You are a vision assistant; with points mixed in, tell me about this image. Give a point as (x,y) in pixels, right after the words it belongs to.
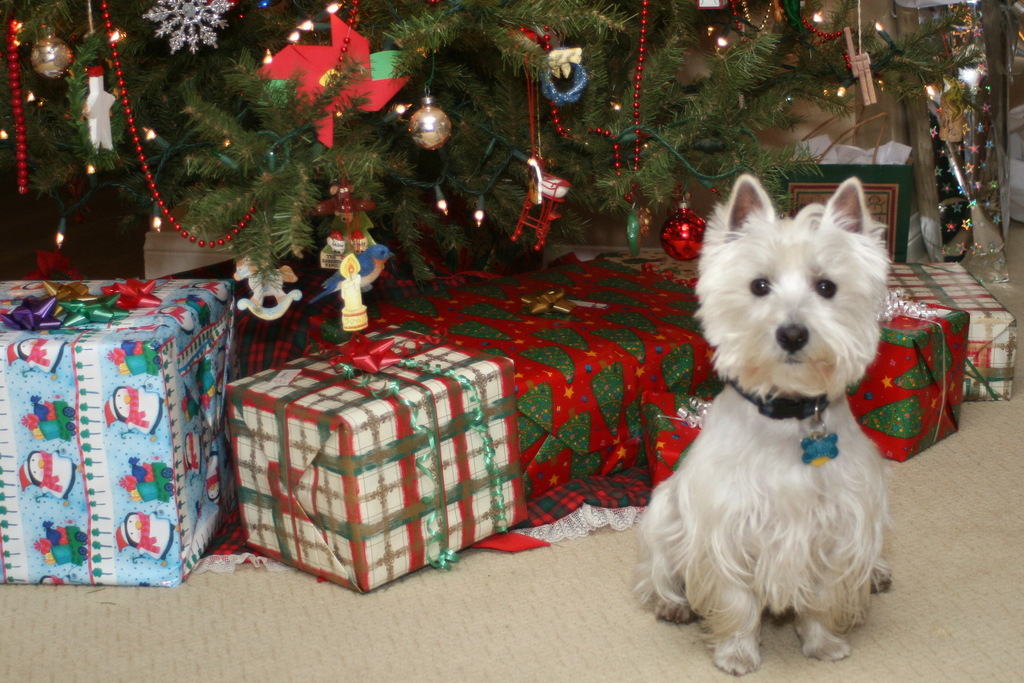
In this image I can see a Christmas tree (407,44). I can see balls (423,120), toys (314,63) and some object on the tree (201,142). I can see few gifts (353,465). They are in different color. In front (730,568) I can see a white color dog (732,367).
